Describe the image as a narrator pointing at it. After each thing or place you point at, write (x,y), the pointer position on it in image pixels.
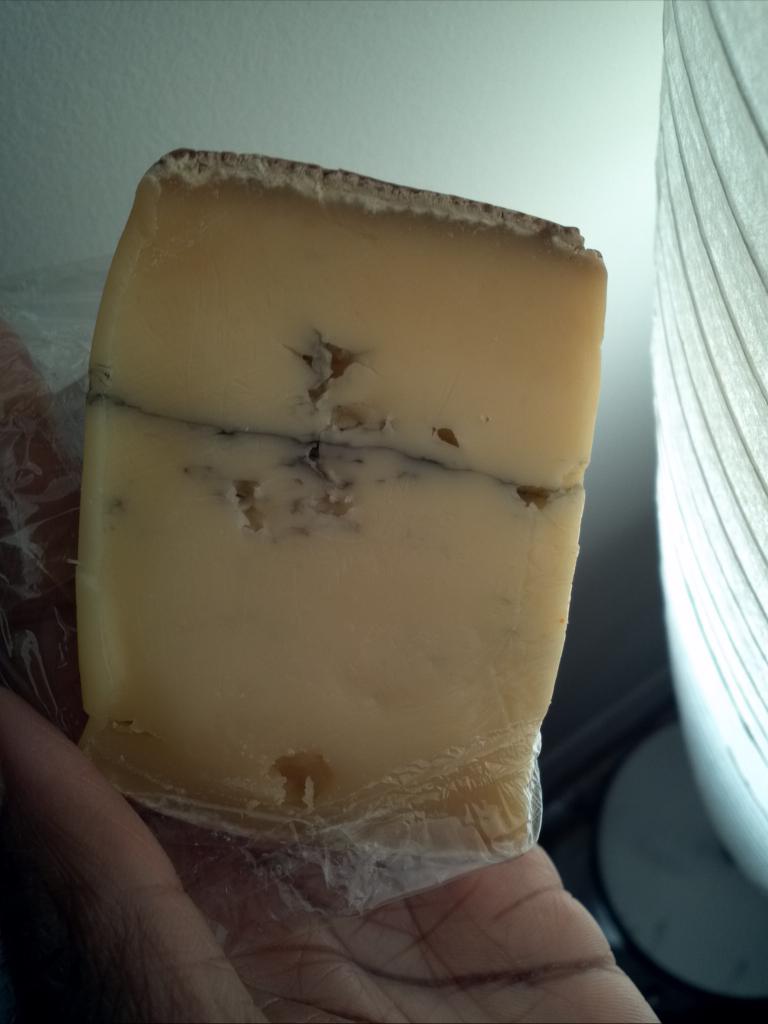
In this image I can see the person (312,993) holding some object (331,560) and the object (229,679) is in cream color. Background (568,110) the wall (378,101) is in white color.
